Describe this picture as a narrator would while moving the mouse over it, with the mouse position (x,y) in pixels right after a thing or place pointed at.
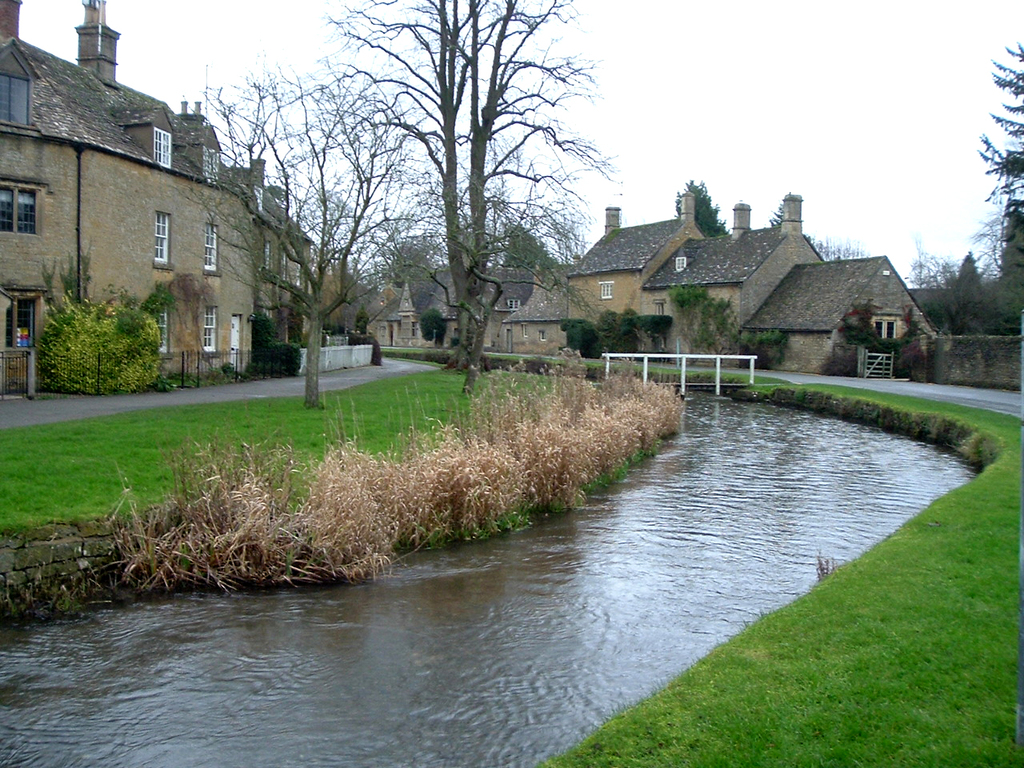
In this image there is a canal (369,738), on either side of the canal (495,660) there is grass (955,556) and roads (248,387) on the top left (16,234) there is a house (177,219), in the background (654,245) there are houses (655,297) and trees (405,264) and a sky (795,104).
